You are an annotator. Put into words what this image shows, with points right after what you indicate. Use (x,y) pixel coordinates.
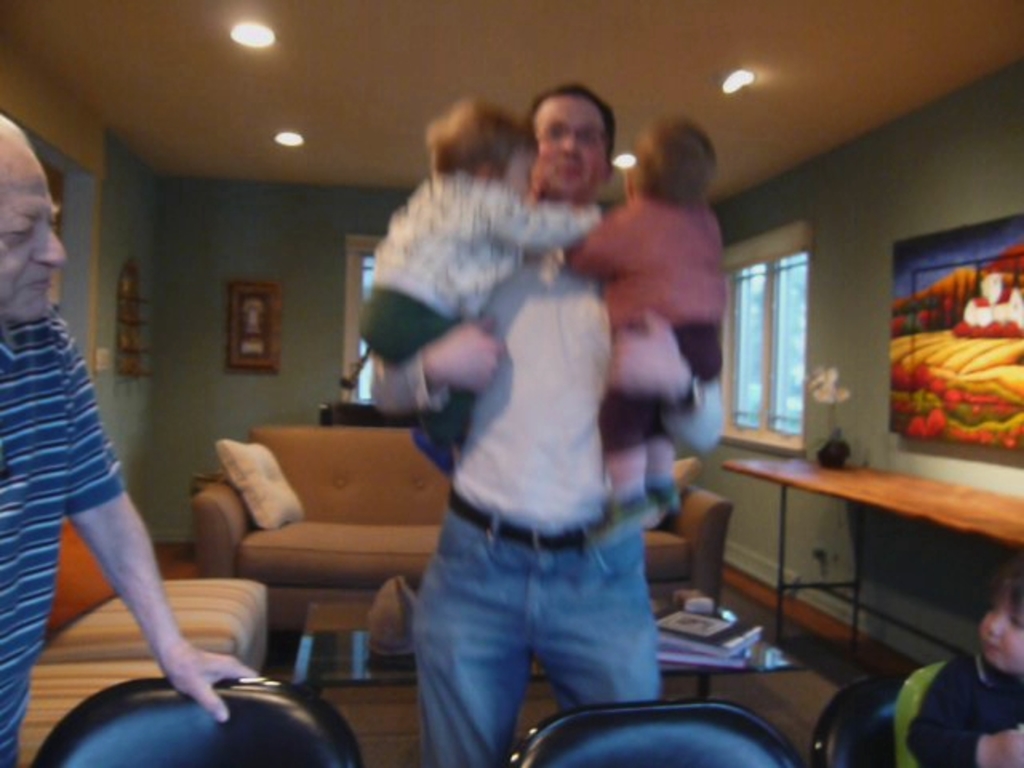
a person (453,507) is standing wearing a white shirt (549,461) and blue jeans (553,578), holding 2 babies (472,273) in his hand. a person (59,537) is standing at the left (66,491) wearing a t shirt (59,501). there are 3 black chairs (701,756) in the front (176,745). a person (1011,752) is sitting on the right chair (863,725) wearing a black t shirt (962,718). at the back (409,505) there is a sofa (432,526) and a table (769,651) on which there are books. behind that there is a green wall (287,233) on which there are photo frames (254,332), windows (767,297) at the back (258,344). at the right (851,479) there is a table (835,477) on which there is a flower pot (824,457). behind that there is a frame (936,377) on the wall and a window (782,295). there are lights (737,77) on the roofs (273,95).
